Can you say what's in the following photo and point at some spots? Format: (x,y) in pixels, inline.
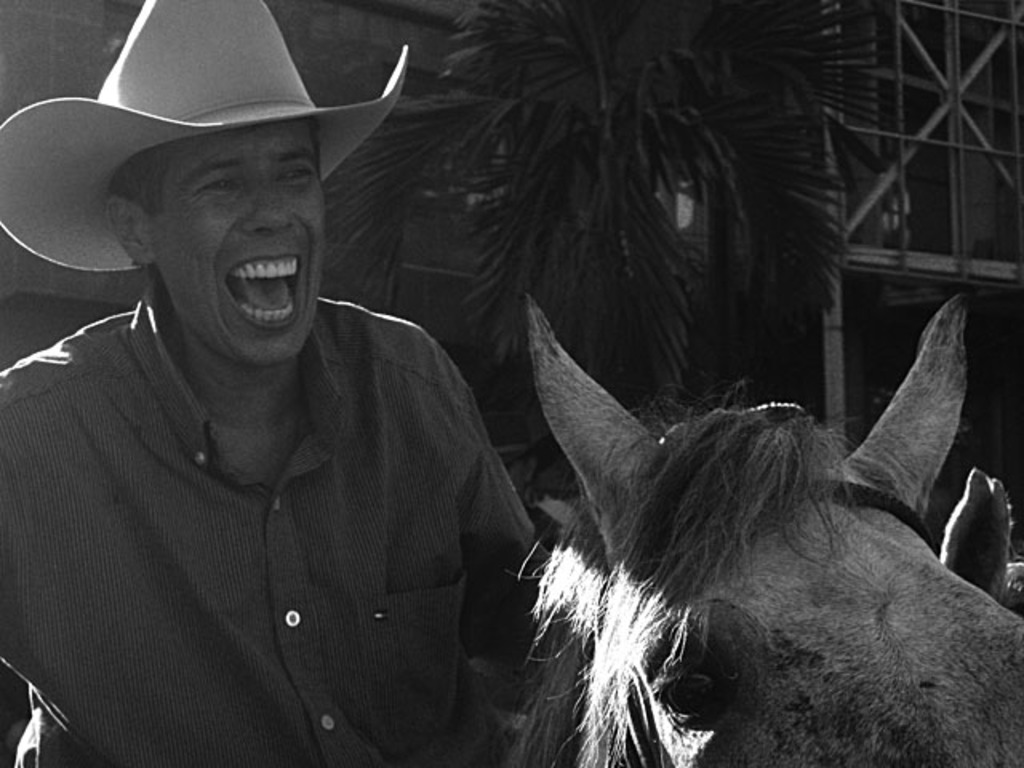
In this image i can see a person (264,211) wearing hat (271,25) and at the right side of the image (798,511) there is a horse (698,490) and at the background of the image (595,208) there are trees (706,177) and building (870,184).
